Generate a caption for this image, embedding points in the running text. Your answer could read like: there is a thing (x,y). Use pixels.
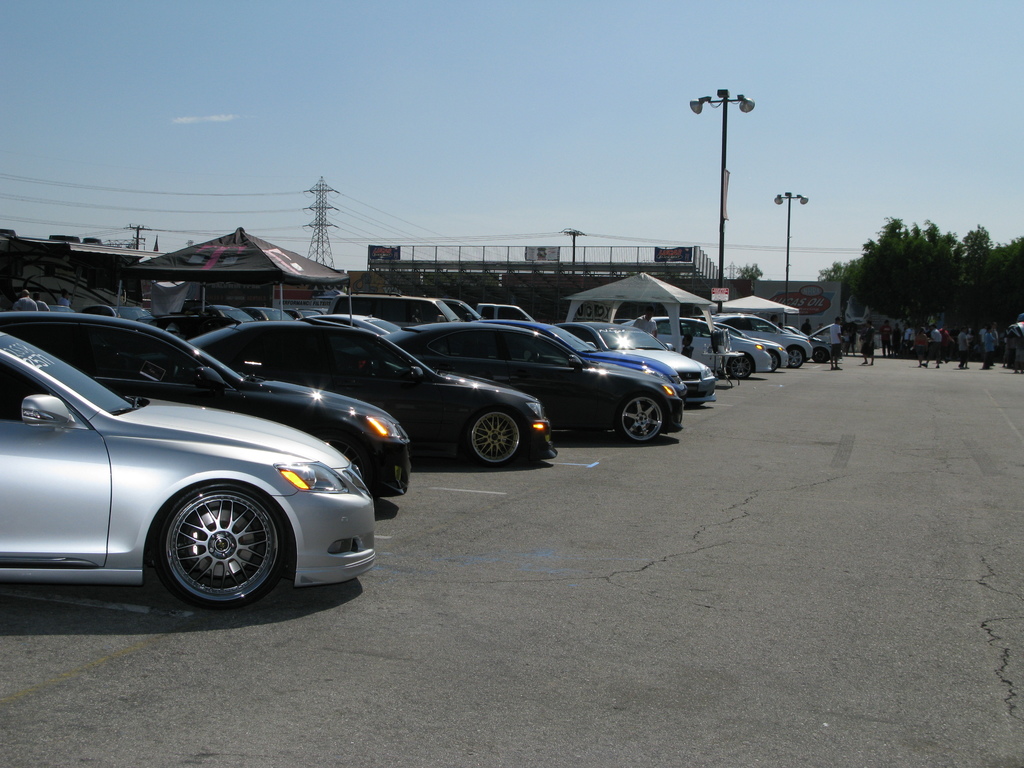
In this image I can see few vehicles (547,447) and I can see group of people (1011,333) standing. In the background (450,286) I can see the tent (259,270), few buildings (462,256), light poles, trees (992,288) in green color and I can also see the tower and the sky (473,67) is in blue and white color.
